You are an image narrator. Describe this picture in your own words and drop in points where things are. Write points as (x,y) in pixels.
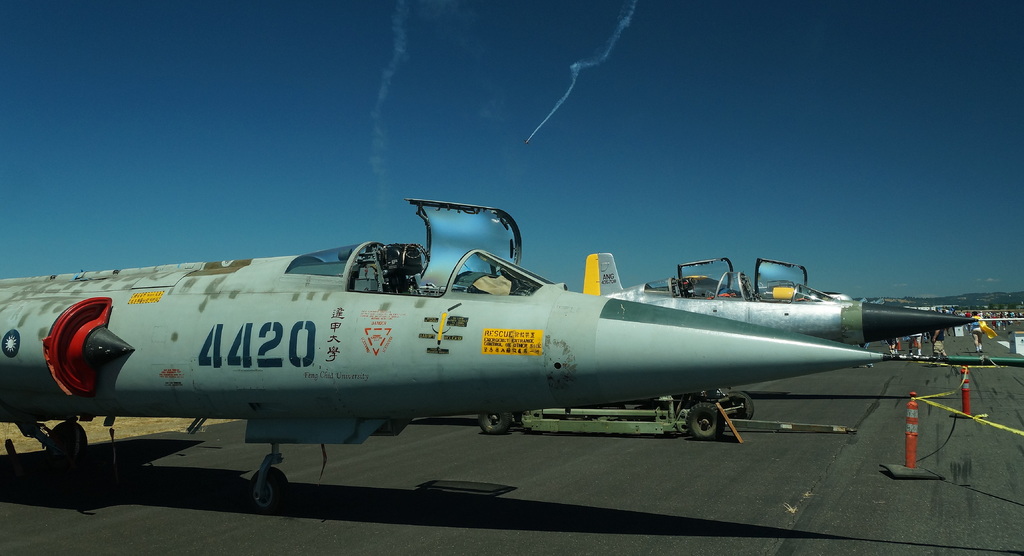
In this image we can see aircraft (604,320). In the back (915,343) there are few people (899,343). On the aircraft (268,338) we can see text (380,323), sign (376,343) and numbers (279,345). In the background (290,77) there is sky (280,80). On the right side (968,414) there are traffic cones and ropes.
